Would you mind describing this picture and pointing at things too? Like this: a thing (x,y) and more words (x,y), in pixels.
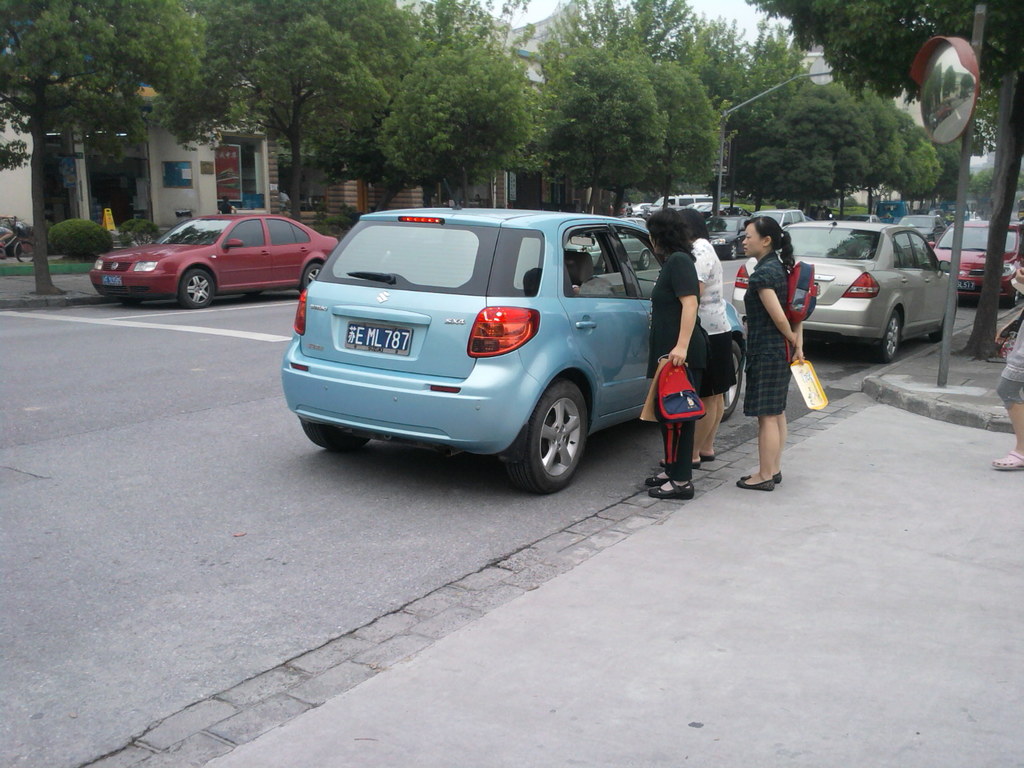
In this image there are cars (551,375) parked on the road (587,451). Beside the blue car (637,322) three women (716,347) standing. At the background (261,133) there are buildings (249,146) and trees (758,76).
